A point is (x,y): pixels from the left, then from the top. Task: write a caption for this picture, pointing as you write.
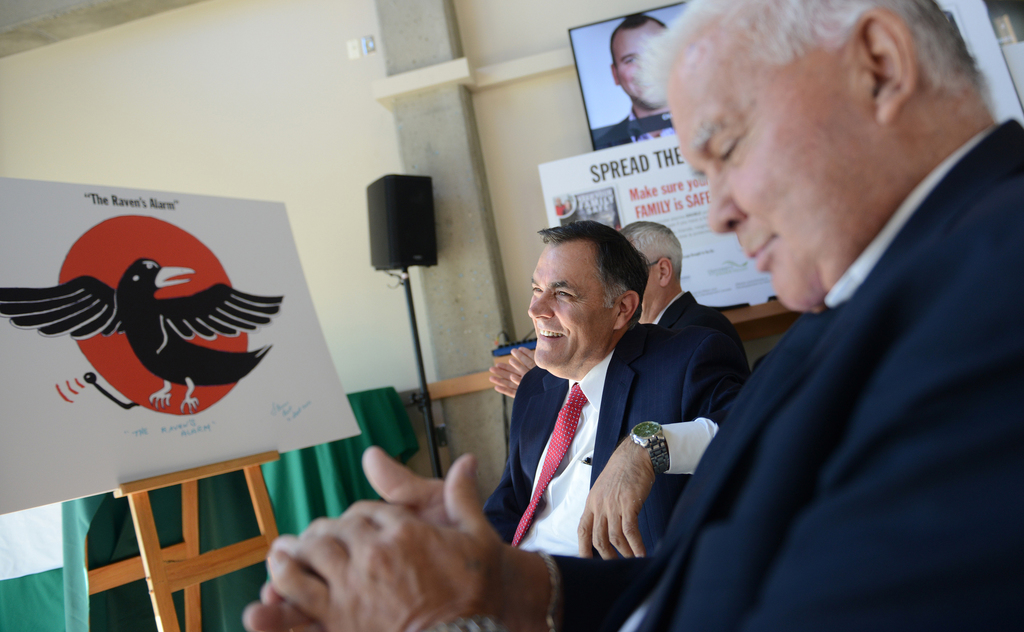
In this image we can see three persons (662,376). One person (678,415) is wearing a watch (657,440). In the back (364,96) there is a wall (349,96). On the wall (500,78) there are posters (660,214). Also there is a speaker (384,241) with stand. On the left side (177,485) there is a board (153,444) on a stand (201,567). On the board (189,375) there is a logo (71,288) and something is written. In the back (168,520) there is a green cloth (297,516).
